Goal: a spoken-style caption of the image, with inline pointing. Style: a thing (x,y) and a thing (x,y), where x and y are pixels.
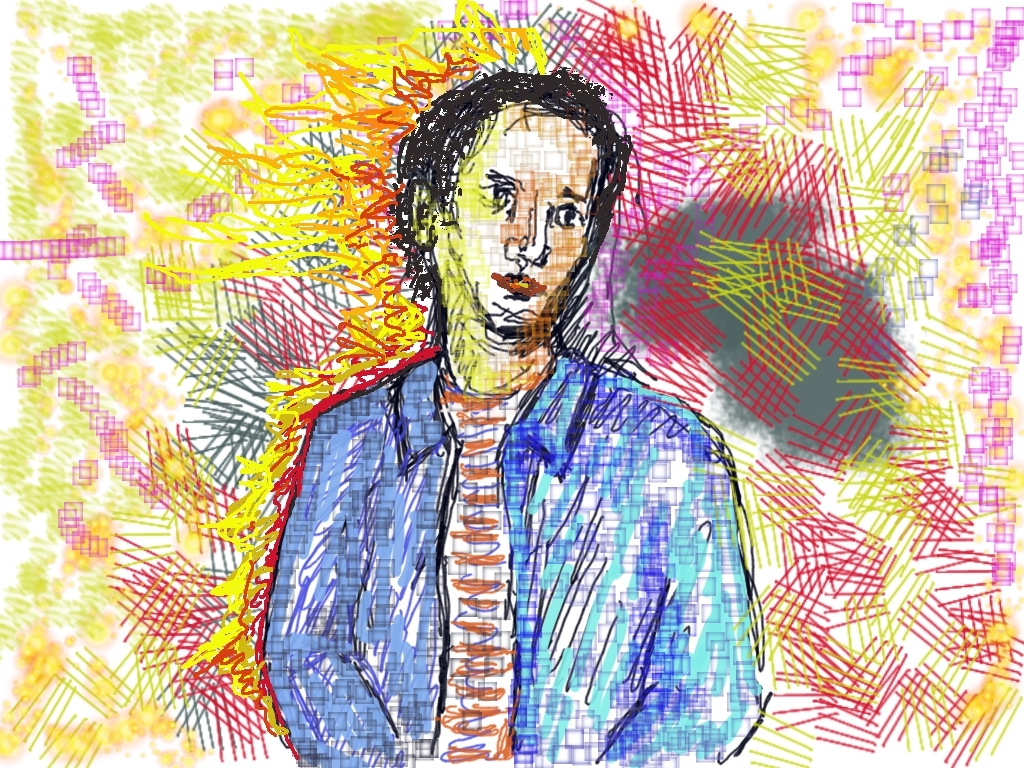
In this picture there is a drawing poster (182,487) of a man (318,560) wearing blue color coat (573,610) and looking on the right side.
